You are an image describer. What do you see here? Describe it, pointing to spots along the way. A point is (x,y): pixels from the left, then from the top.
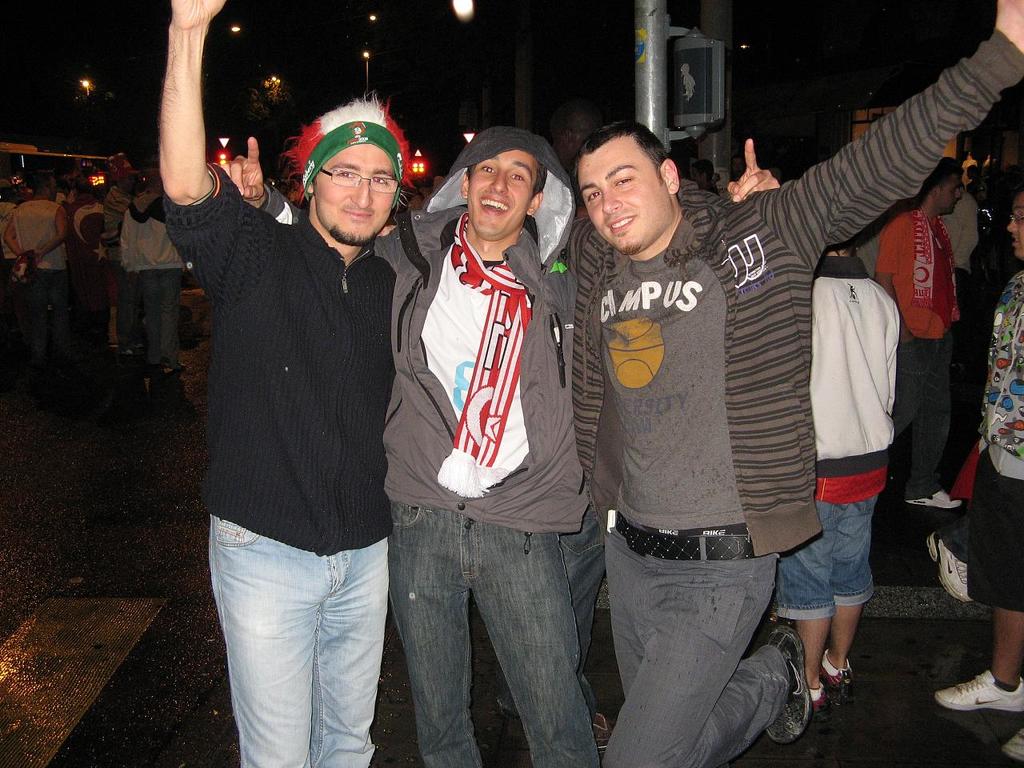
In the center of the image (471,349) we can see persons (413,357) on the road (914,577). In the background (641,75) we can see pole (651,85), persons (906,393), building (996,133), lights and tree (269,111).
